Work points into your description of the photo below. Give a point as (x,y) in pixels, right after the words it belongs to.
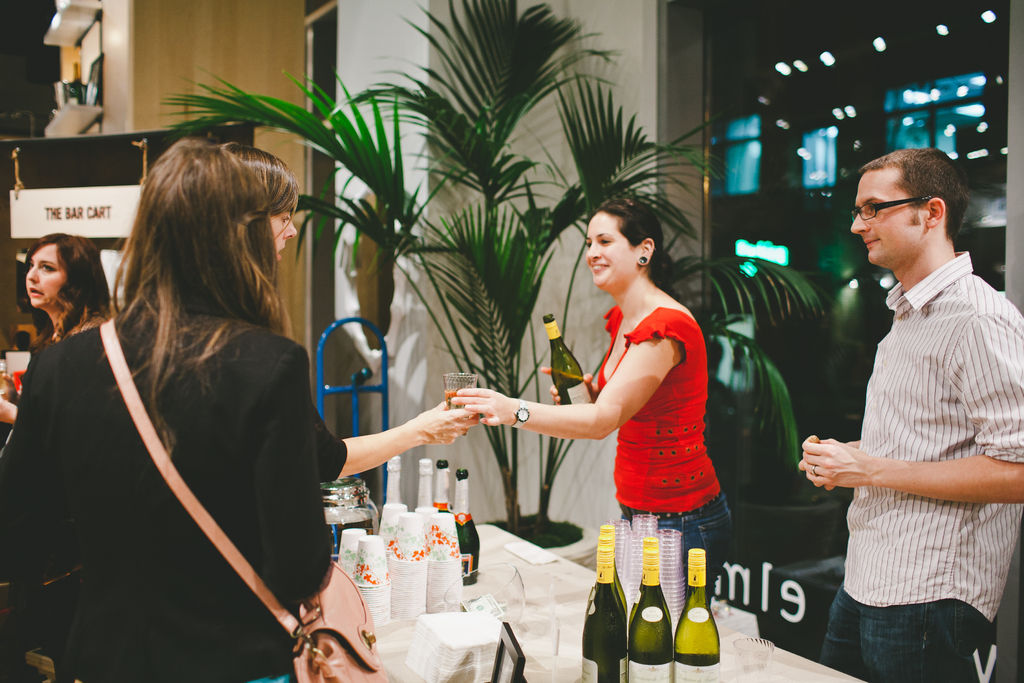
In this image I can see few people (599,438) and two people (650,412) are holding the glass (457,372). I can see few glasses (513,570), bottles (700,641) and few objects (514,542) on the table (510,558). Back I can see the flowerpot (396,126), windows (981,47) and the wall (192,38).
